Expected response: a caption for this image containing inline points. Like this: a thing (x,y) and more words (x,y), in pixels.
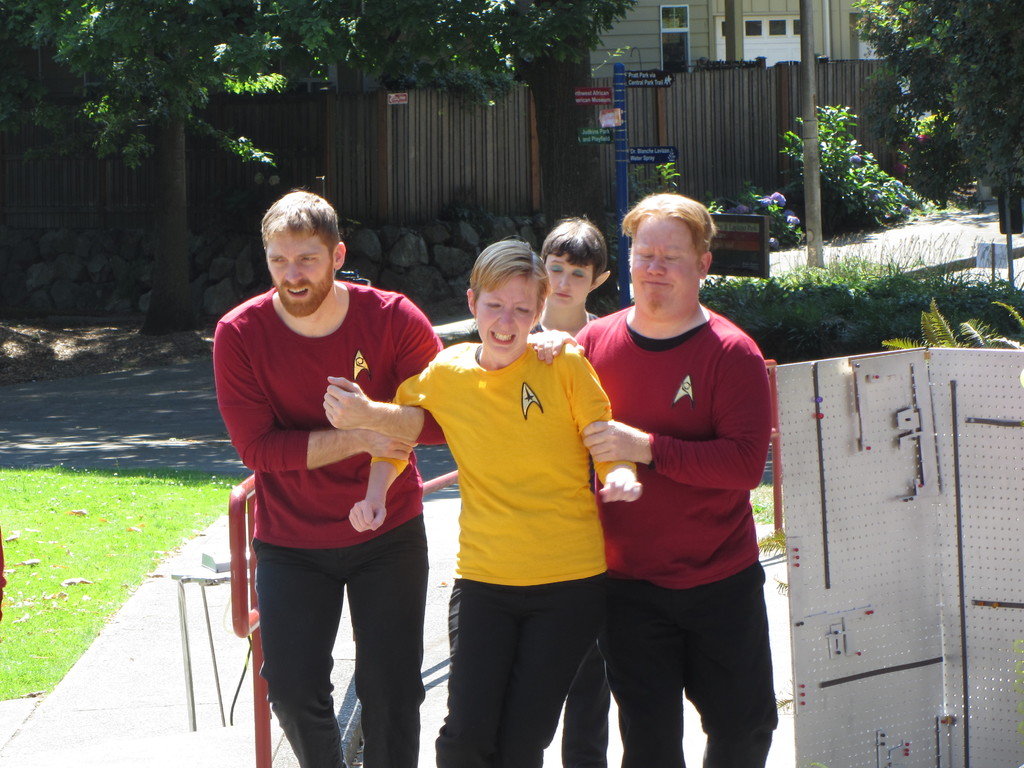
In this image we can see two girls (558,364) and two boys (388,347). Background of the image (742,13) trees (421,63), building (709,13) and fencing (649,111) is there. Right side of the image (868,538) one white color thing (925,534) is present. Left side of the image (79,527) grassy land (85,553) is there.
